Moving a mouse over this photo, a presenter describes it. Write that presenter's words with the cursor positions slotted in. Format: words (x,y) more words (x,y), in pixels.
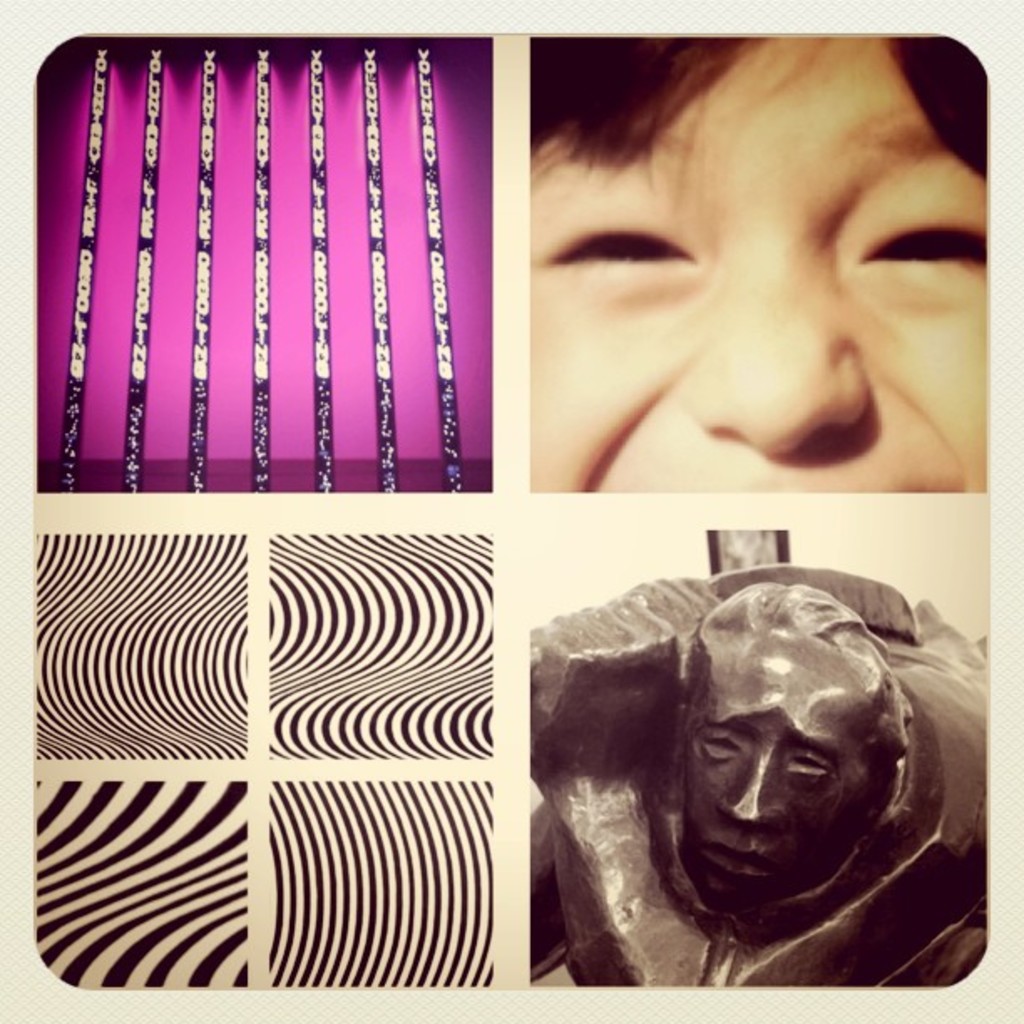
This is collage picture, in these pictures we can see persons face (760,412), sculpture (704,651), objects (318,278), black and white design (357,890).
